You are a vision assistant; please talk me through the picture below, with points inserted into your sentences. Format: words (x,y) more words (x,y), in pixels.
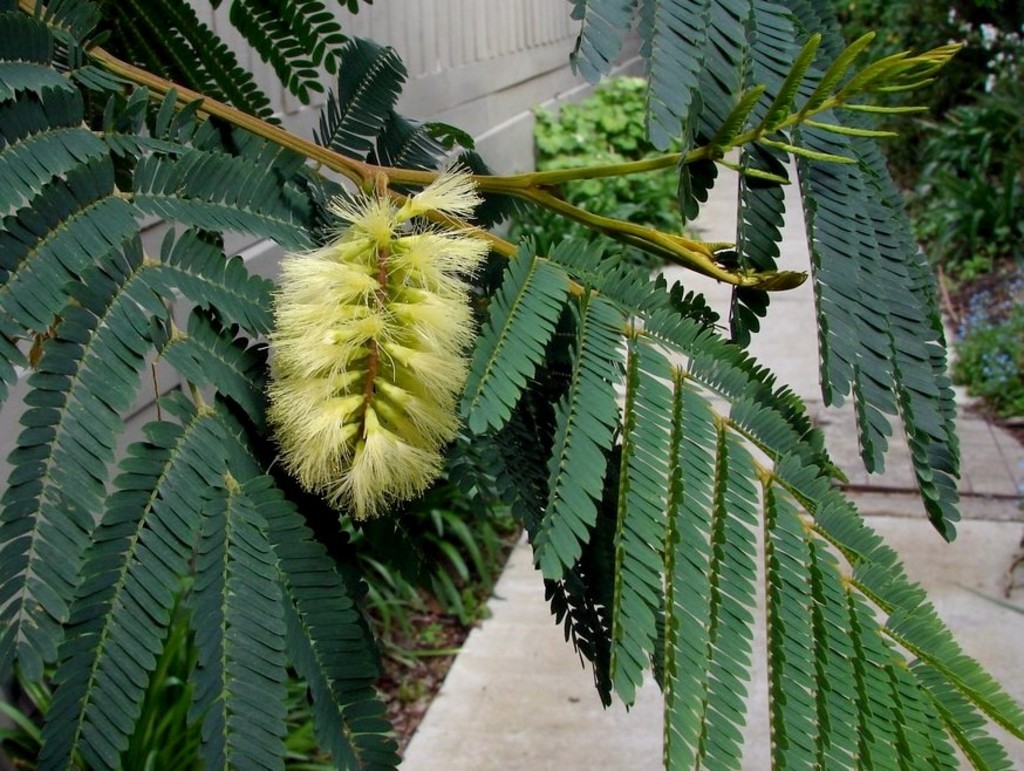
In this picture I can observe some trees (270,192) and plants (255,514). There is a path (572,654) on the right side (757,505). On the left side (336,44) I can observe a railing (498,53).
